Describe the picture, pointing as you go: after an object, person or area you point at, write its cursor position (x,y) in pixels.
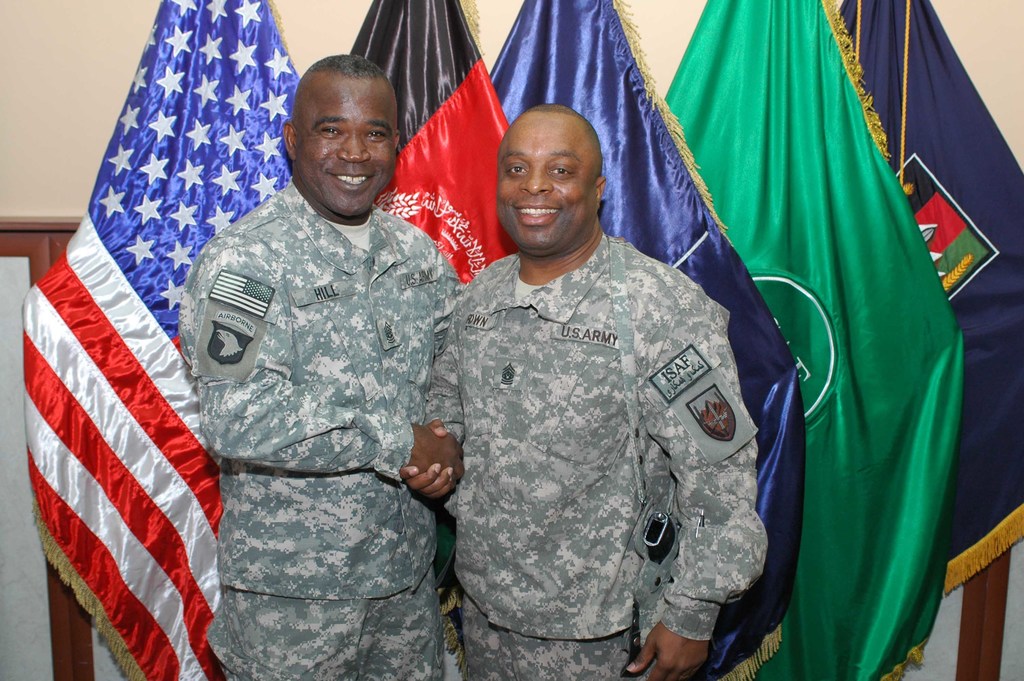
In this image in the center (361,243) there are persons (416,401) standing and smiling and shaking hands (431,468) with each other. In the background (179,181) there are flags (419,162) and there is wall (43,86).
